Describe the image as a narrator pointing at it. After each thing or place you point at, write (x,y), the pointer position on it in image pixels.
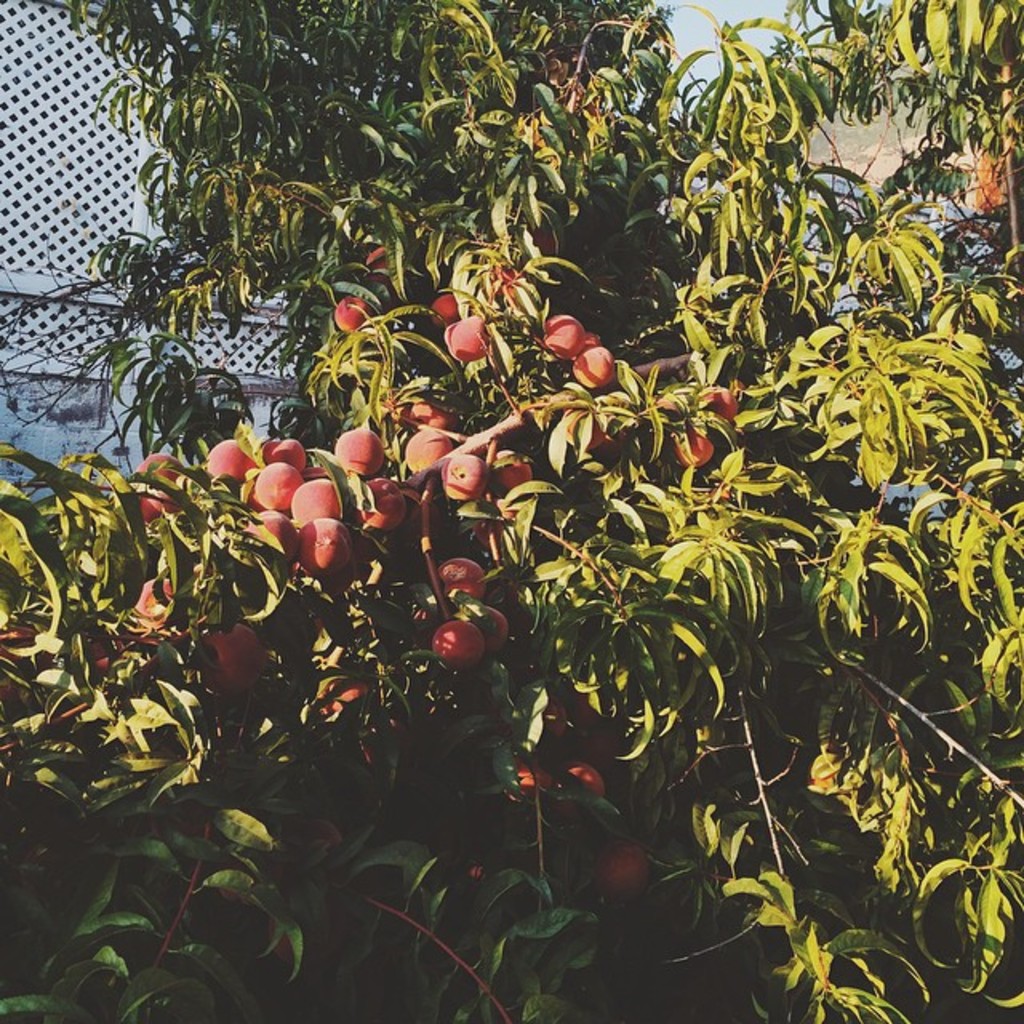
In this image we can see some fruits (328,506) on the tree (553,208) and in the background (58,129) there is a wall (95,87) and the sky (769,6).
